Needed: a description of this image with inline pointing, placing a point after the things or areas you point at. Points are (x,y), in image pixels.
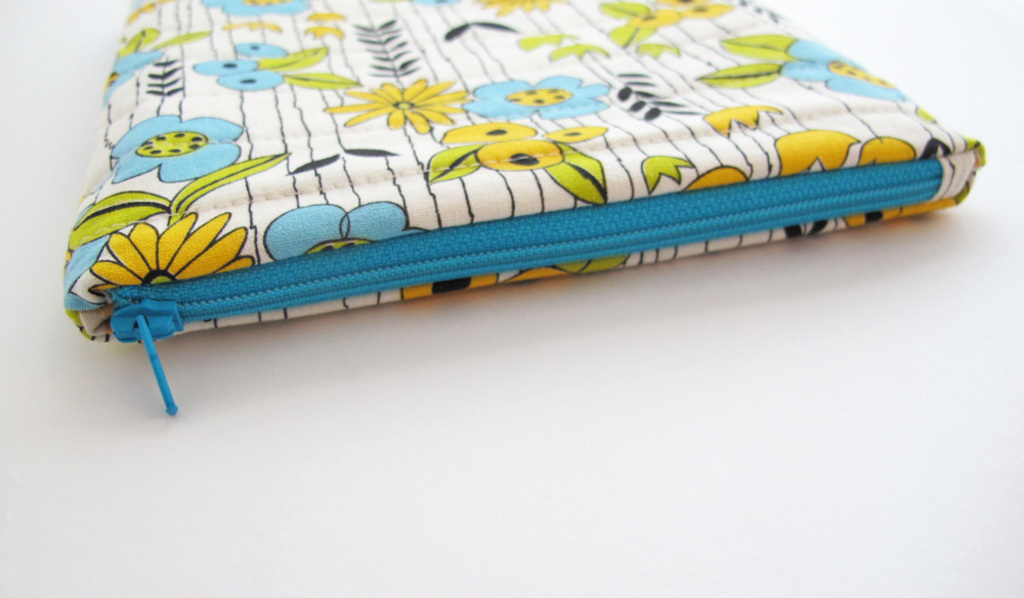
In this image I can see a pouch (256,189) which is in white, yellow, green, blue and black color. In front (656,237) I can see a blue color zip (626,246). It is on the white floor (693,340).
